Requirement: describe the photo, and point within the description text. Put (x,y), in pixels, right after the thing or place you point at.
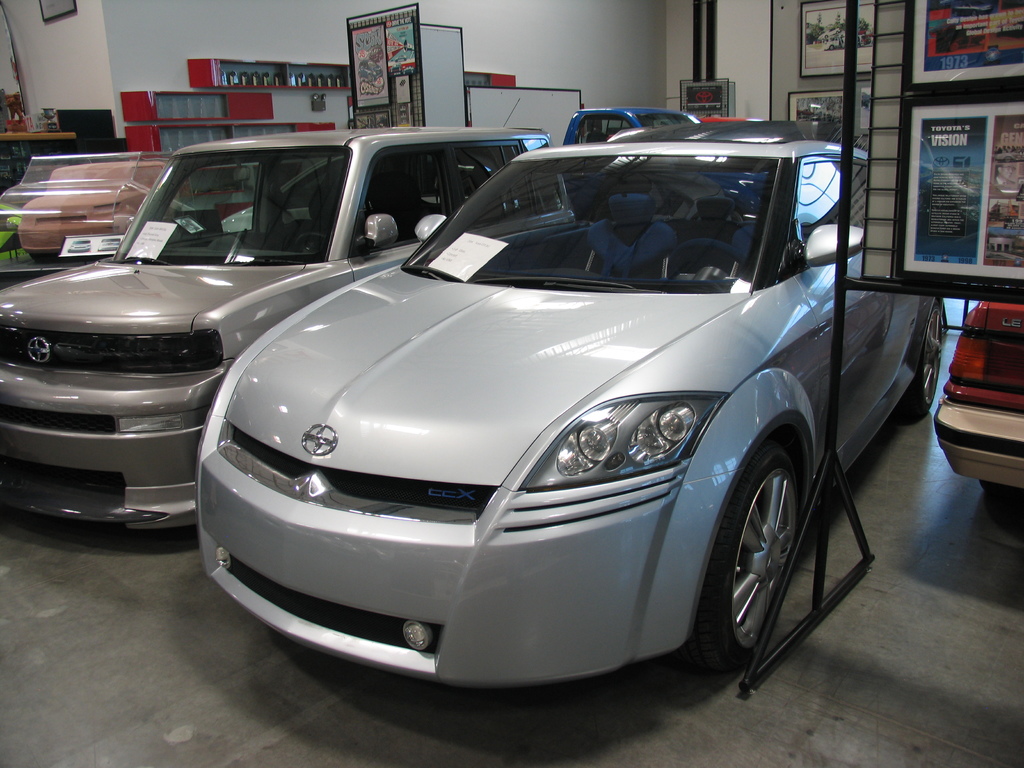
In this image I can see cars (317,470) in a building (745,9). There are boards (936,148), shelves (184,103) and photo frame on the wall (70,86).
